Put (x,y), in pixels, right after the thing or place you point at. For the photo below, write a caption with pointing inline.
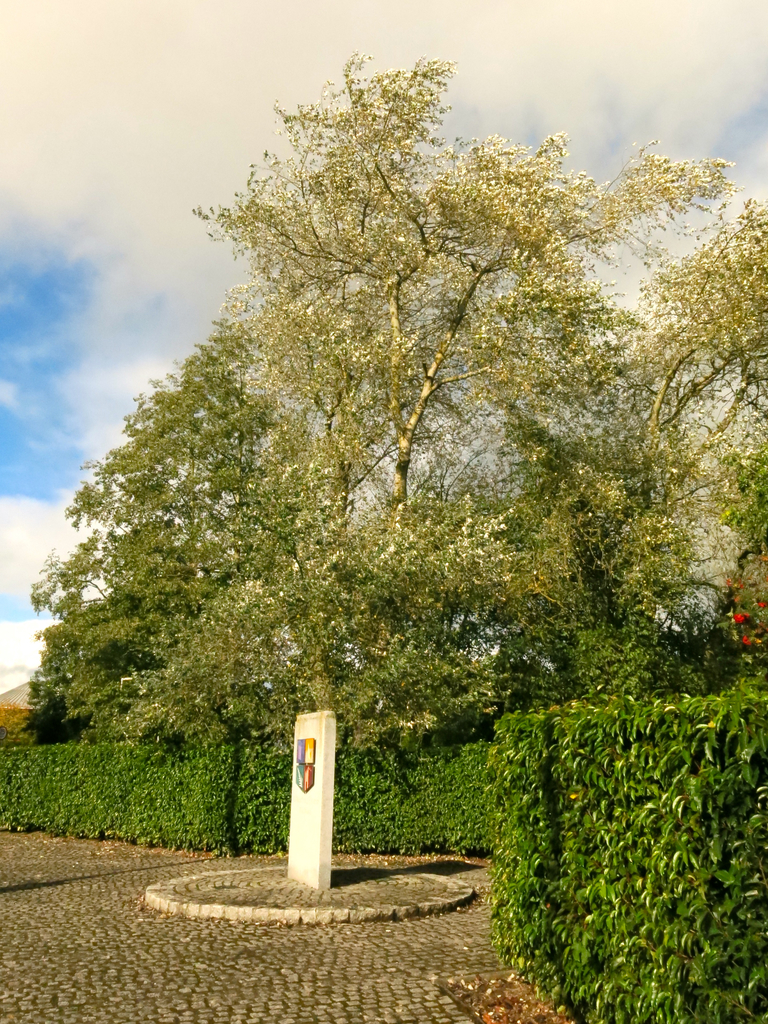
In this picture we can see a stone (311,796) with a shield (312,771) on it and this stone (315,848) is on the ground (170,940), hedges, trees (290,632) and in the background (172,110) we can see the sky (140,174) with clouds (131,187).
